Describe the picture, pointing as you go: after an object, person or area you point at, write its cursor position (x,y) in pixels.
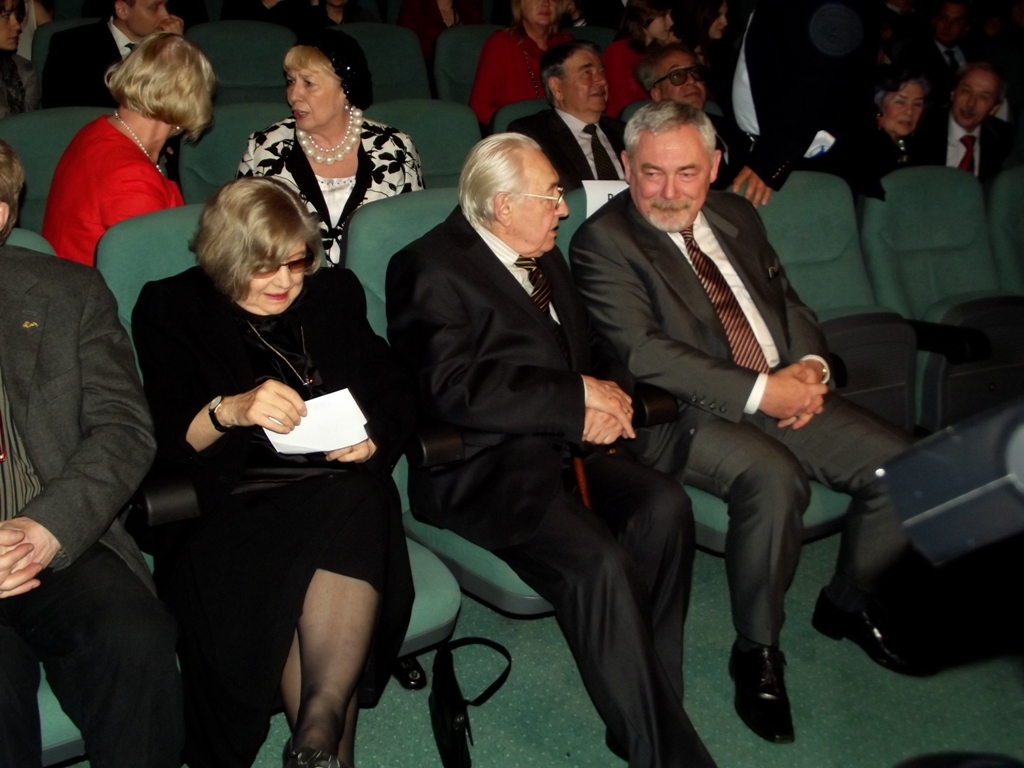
In this image I can see few people (502,512) sitting on the chairs (455,547) and they are wearing different color dresses (599,332). I can see a person (256,397) is holding something.
